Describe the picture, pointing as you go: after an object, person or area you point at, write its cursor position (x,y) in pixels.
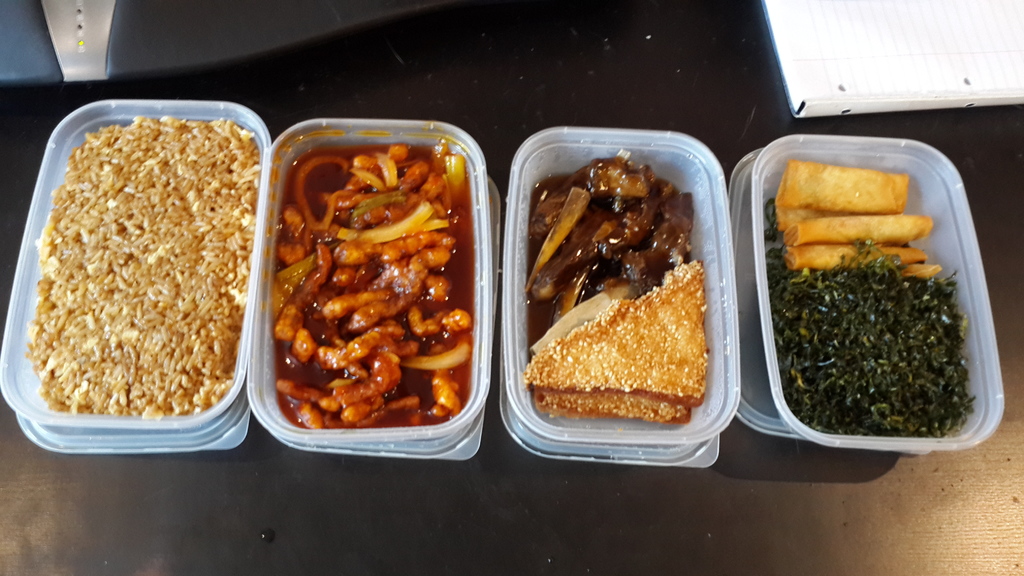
In the center of the image (514,344) we can see four boxes (903,156) containing food (855,366) placed on the table (325,545).
